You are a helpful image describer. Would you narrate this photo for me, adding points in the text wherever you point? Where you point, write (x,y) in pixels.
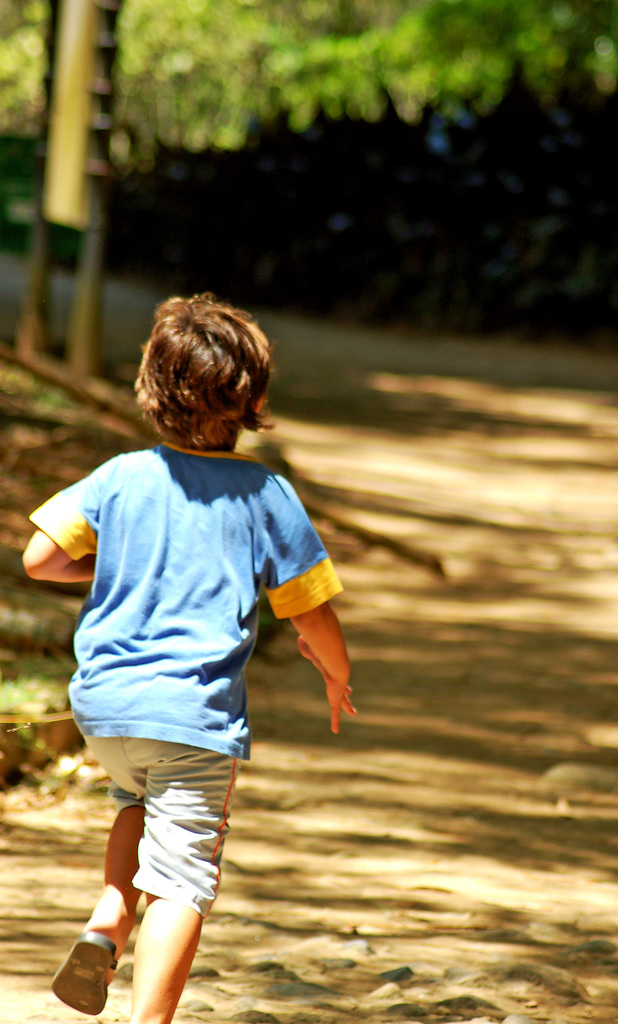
In this image there is a boy (144,648) running on the sand (386,757). At the top (259,83) there are green leaves (261,77). At the bottom (450,945) there is sand (450,945).
